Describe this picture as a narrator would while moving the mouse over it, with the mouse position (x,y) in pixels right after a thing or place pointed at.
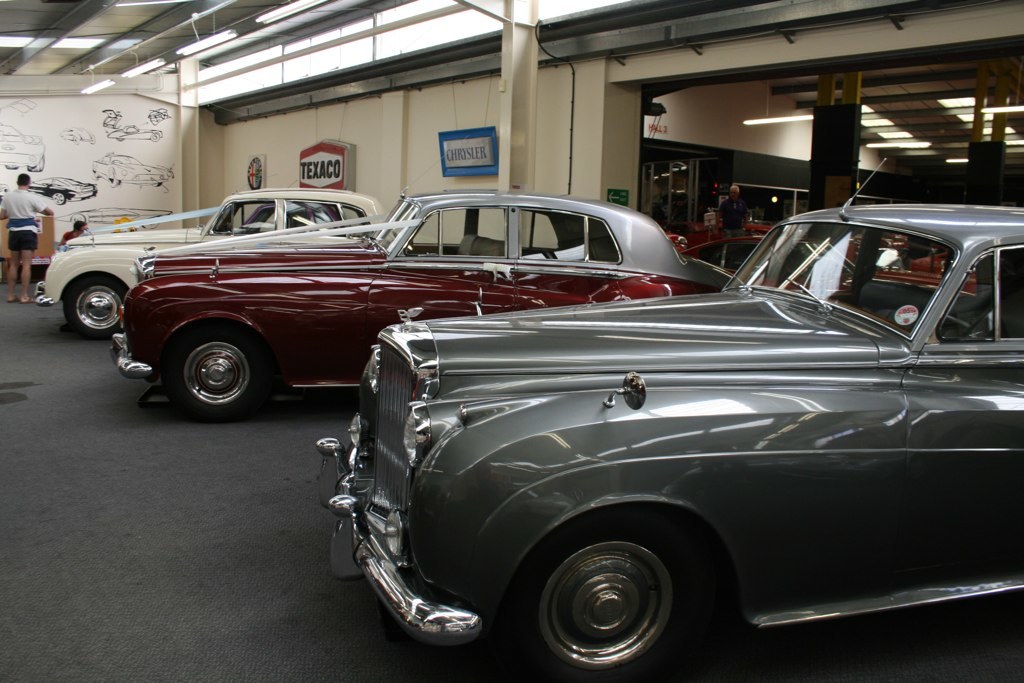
In this image I can see many cars (367,467), in front (673,353) the car (483,410) is in gray color. Background (280,124) I can see the other person (14,275) standing and wall (223,149) is in cream color and few board (349,172) hanged to the pole (341,88).
